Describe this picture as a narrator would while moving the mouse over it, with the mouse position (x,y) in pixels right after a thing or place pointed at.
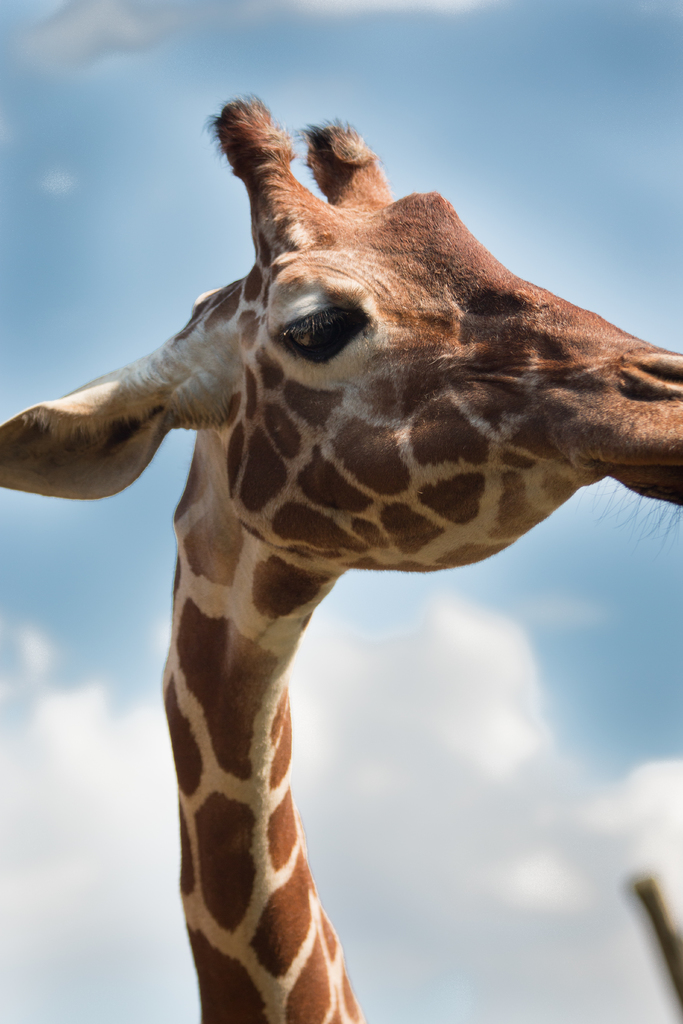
This image is taken outdoors. In the background (195,151) there is a sky (476,704) with clouds (516,717). In the middle of the image (282,583) there is a giraffe (276,438).
